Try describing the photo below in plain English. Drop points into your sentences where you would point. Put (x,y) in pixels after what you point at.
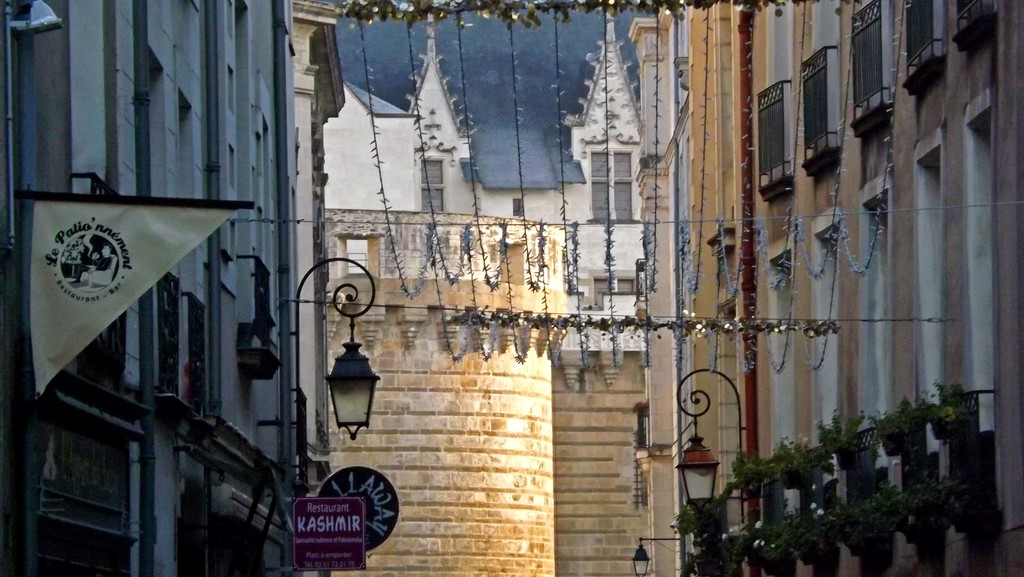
There are many buildings (727,355) and below the buildings (113,496) there are few restaurants (192,493). There are two street lights (707,490) on the either side of the buildings (462,371) and between the buildings (285,116) there is some decorative wires (467,317) are hanged with some lights (697,278).
